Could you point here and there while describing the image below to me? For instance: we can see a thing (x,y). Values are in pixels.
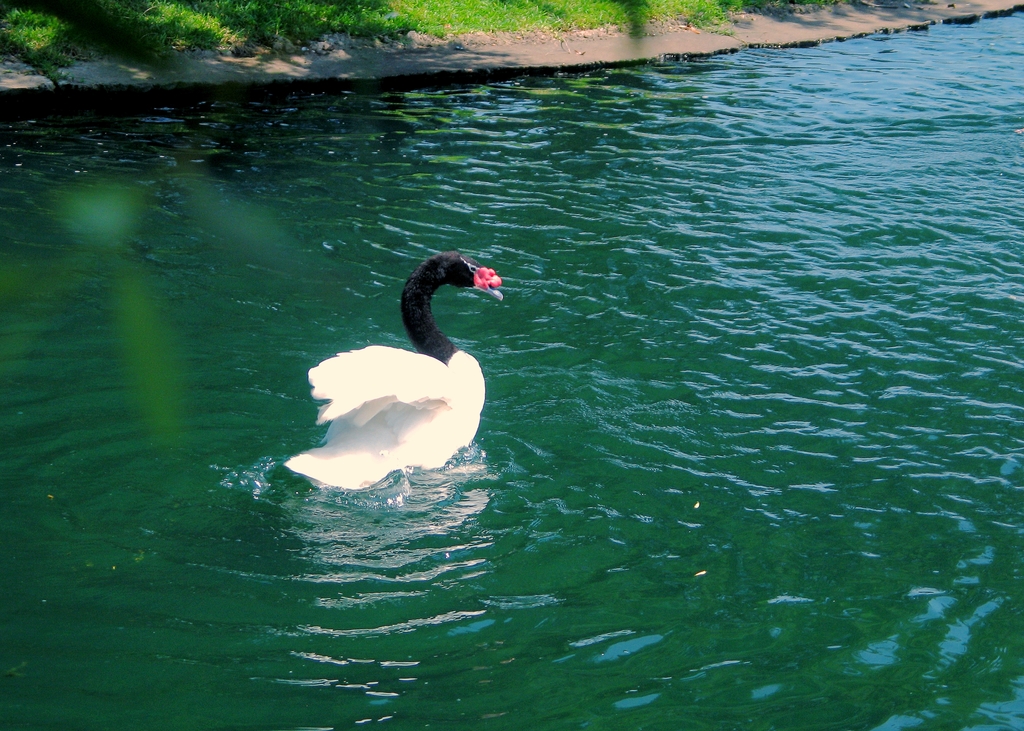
In the image we can see there is a swan (468,281) swimming in the water (502,390) and beside there is a ground (497,47) which is covered with grass (600,4).
